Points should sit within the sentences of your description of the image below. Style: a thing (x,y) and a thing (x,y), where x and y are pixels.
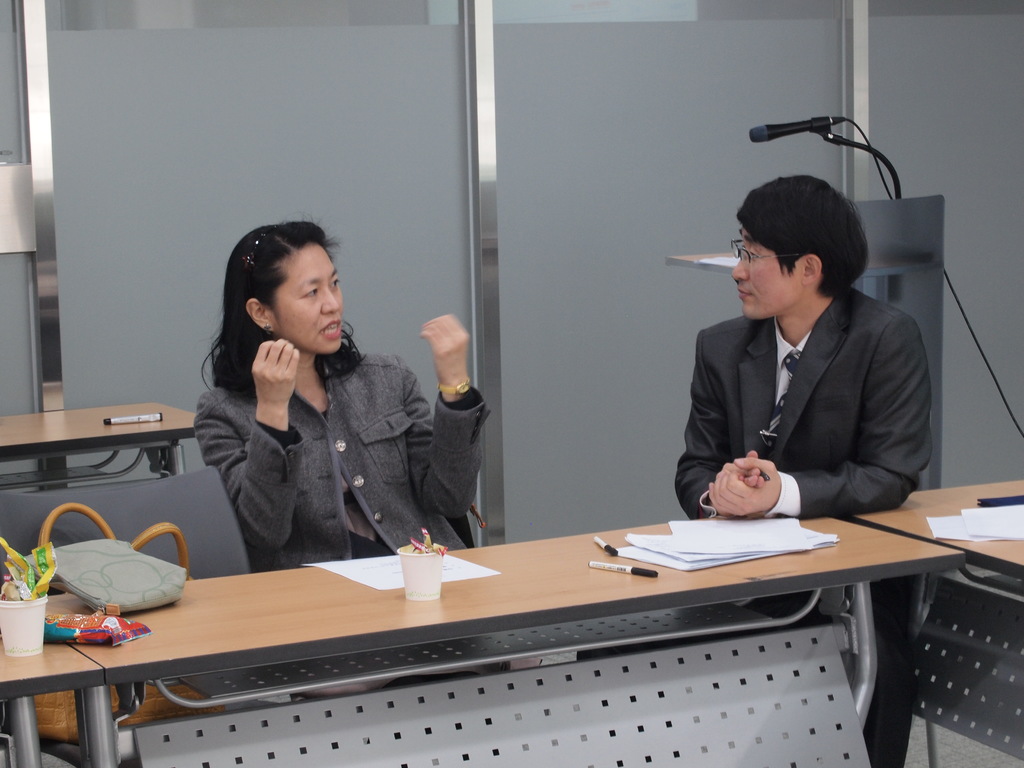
In this image I can see two people (371,446) with the dresses (430,469). In-front of these people (308,523) I can see the bag (143,582), cups (34,645), papers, pens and few more objects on the table (539,601). In the background (686,264) I can see the mic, podium (717,268) and there is a pen (116,420) on the table (69,428). I can see the partitions (347,287).
